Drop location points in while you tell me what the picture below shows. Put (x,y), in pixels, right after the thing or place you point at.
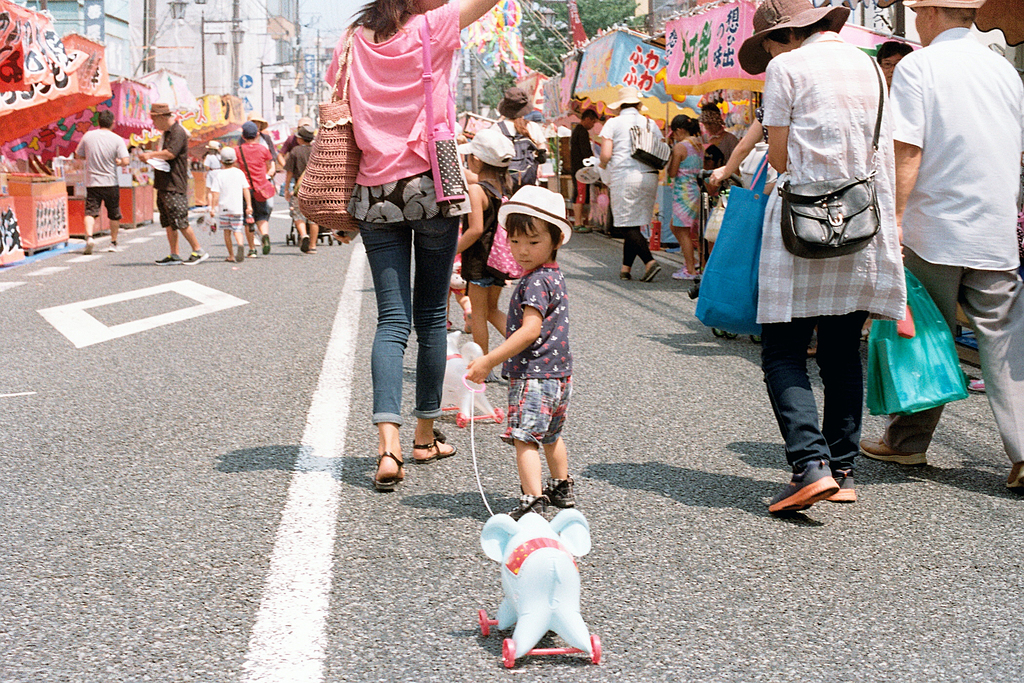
In this image, we can see some people (1001,348) walking on the road (125,400), we can see a kid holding a toy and walking, there are some buildings (168,40).
